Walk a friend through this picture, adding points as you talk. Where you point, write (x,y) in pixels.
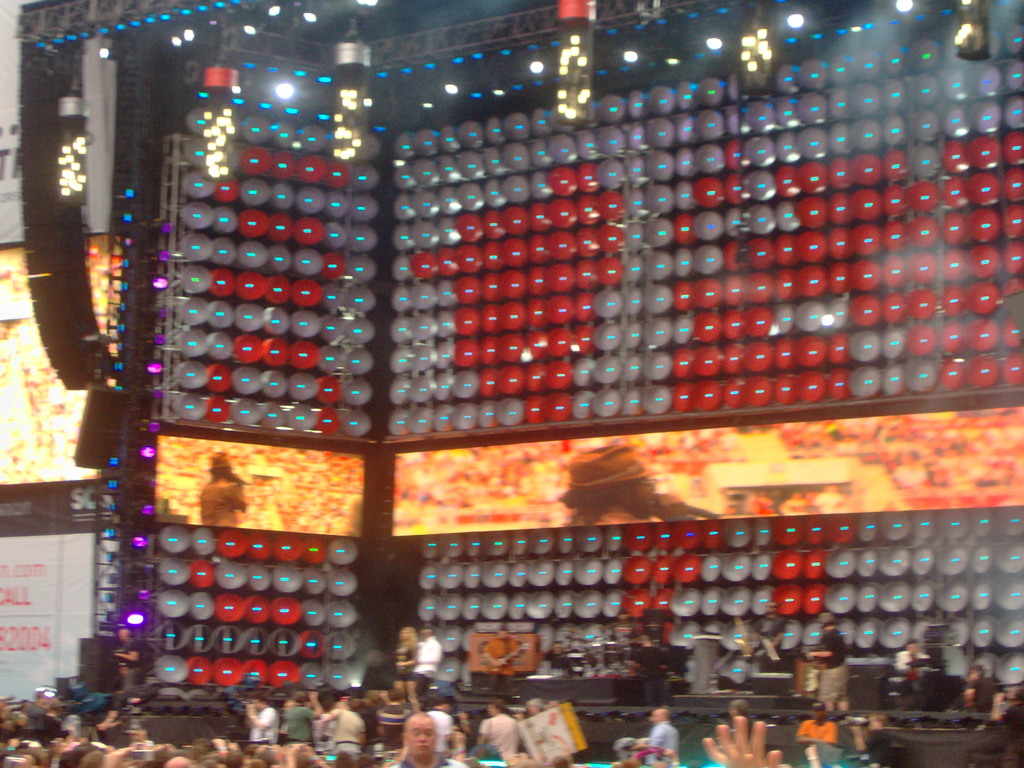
In this image there are people (739,734) standing, in the background (604,713) there are people (406,686) standing on stage (614,702) and there are musical instruments (626,669) and there is a setting (338,169), at the top (768,59) there are lights (963,36) and speakers (65,250).
